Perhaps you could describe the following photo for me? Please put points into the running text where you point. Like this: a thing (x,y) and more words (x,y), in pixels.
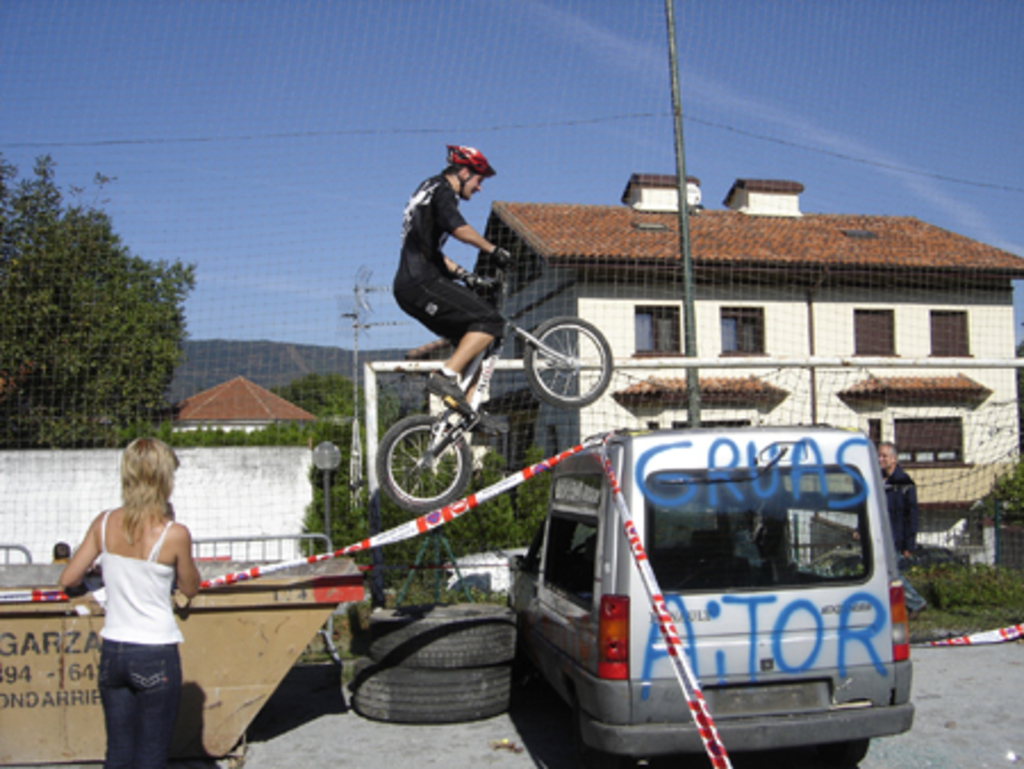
There is a person (452,311) in the picture who is making a stunt with a bicycle (560,345). He is wearing a helmet (471,161) and a t shirt (433,241). There is an another woman (144,606) standing and watching that stunt. She is in white top (134,592). There are tires (448,638) and vehicle (645,596) here. And there is a pole (690,233) and fence (395,396). Behind this fence (840,311), there is a building (780,294) with number of windows (740,324). In the left side (98,332) we can observe some tree (112,323) and in the background (379,101) there is a sky (479,105).
